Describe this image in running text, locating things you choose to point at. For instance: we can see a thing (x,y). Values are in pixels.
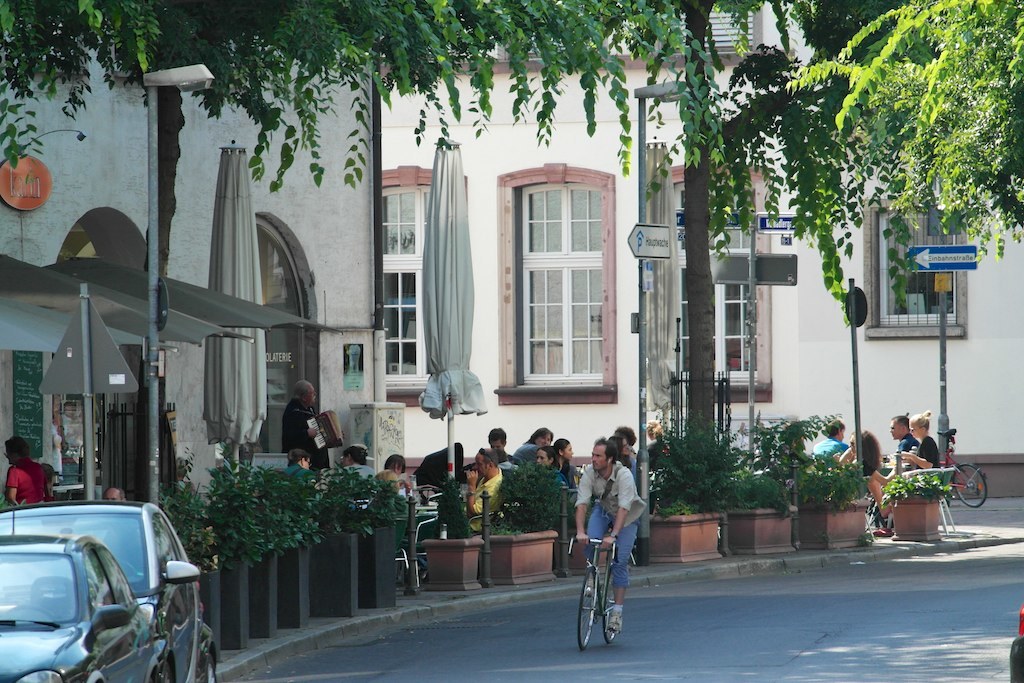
On the right side of the image (890,493) we can see some people (911,448) are sitting on chairs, plants (903,493) and a bicycle (977,469). In the middle of the image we can see a person (623,597) is riding a bicycle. On the left side of the image (277,385) we can see some persons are sitting and talking among them, a car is there and a building (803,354).
